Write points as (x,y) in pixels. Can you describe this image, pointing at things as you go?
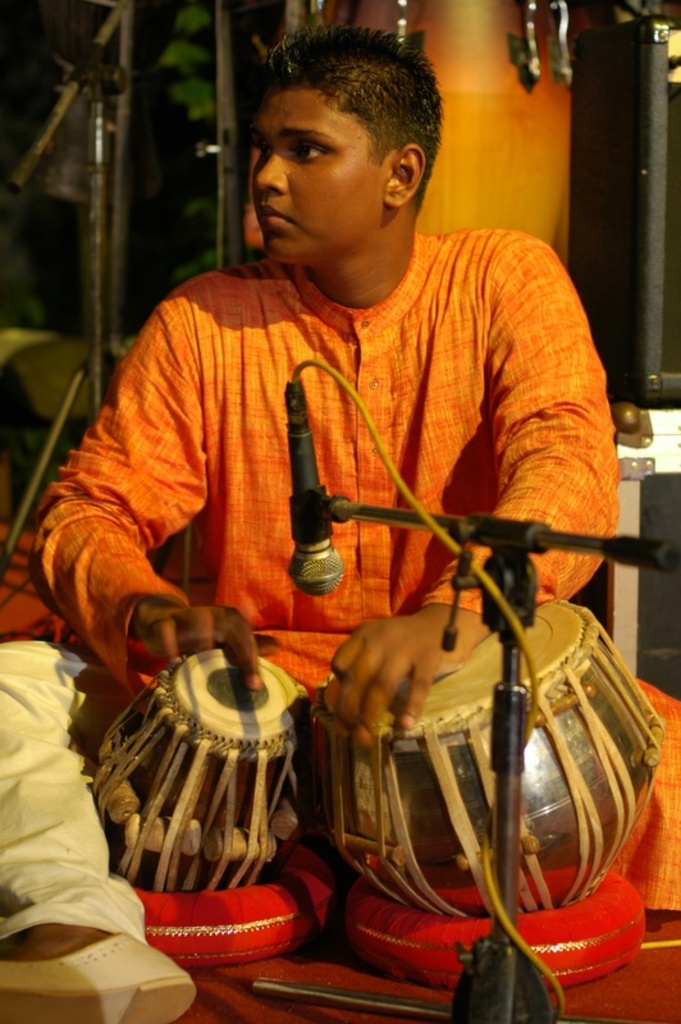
In this image we can see a person (345,610) is playing a musical instrument (359,750). There is a mic (319,554) in the image. There is a mic stand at the left side of the image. There is a loudspeaker (658,256) in the image. There is a musical instrument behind a person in the image.
